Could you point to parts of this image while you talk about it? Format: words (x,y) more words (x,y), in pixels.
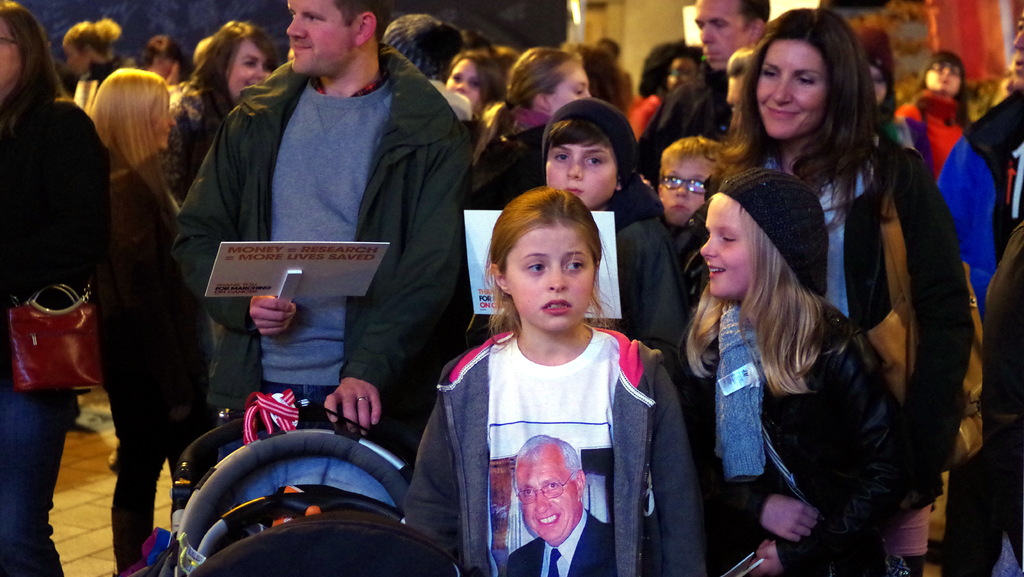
In the picture there is a crowd (650,80) and among them two people (277,222) were holding some boards (304,253) with their hands (262,313).
